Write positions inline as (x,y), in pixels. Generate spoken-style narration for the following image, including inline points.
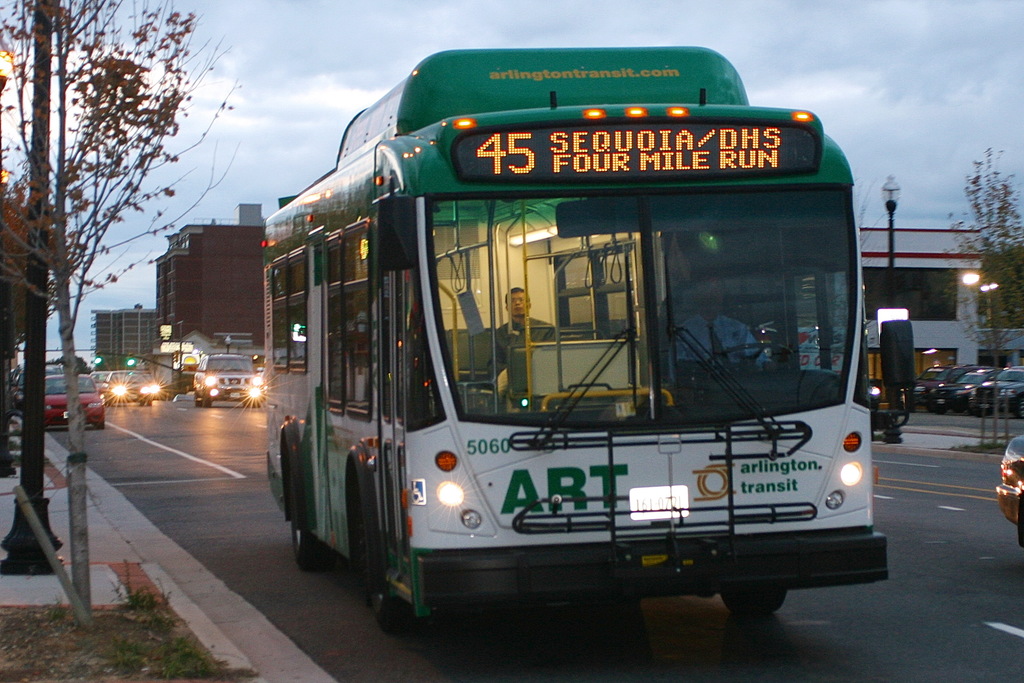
In this image we can see a bus (781,398). In the bus (603,349) we can see two persons (713,307) and on the bus (771,271) we can see some text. Behind the bus (412,249) we can see few vehicles (231,387) and buildings (213,294). At the top (399,16) we can see the sky (451,39). On the left side (5,242), we can see trees (12,223), plants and a pole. On the right side (1017,270), we can see trees (1016,286), pole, lights (975,279) and a few vehicles (950,376).
